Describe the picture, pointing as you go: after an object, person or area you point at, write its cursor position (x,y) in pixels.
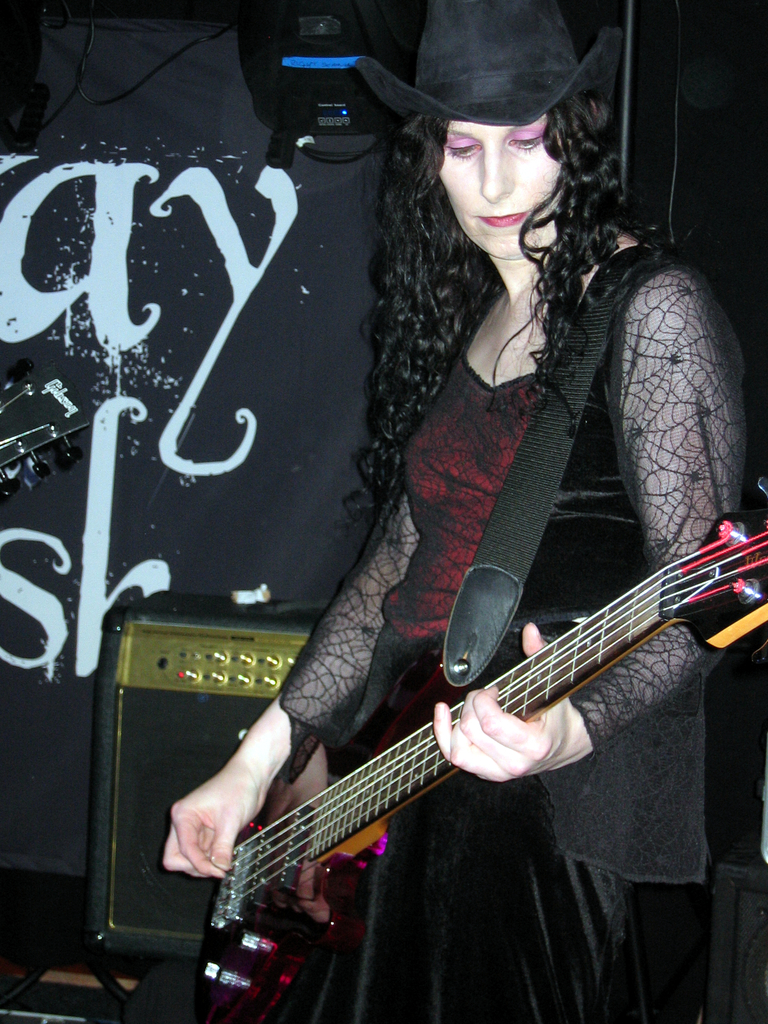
There is a woman (690,778) standing in the center (422,611). She is holding a guitar (203,978) in her hand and she is playing a guitar (568,667).
